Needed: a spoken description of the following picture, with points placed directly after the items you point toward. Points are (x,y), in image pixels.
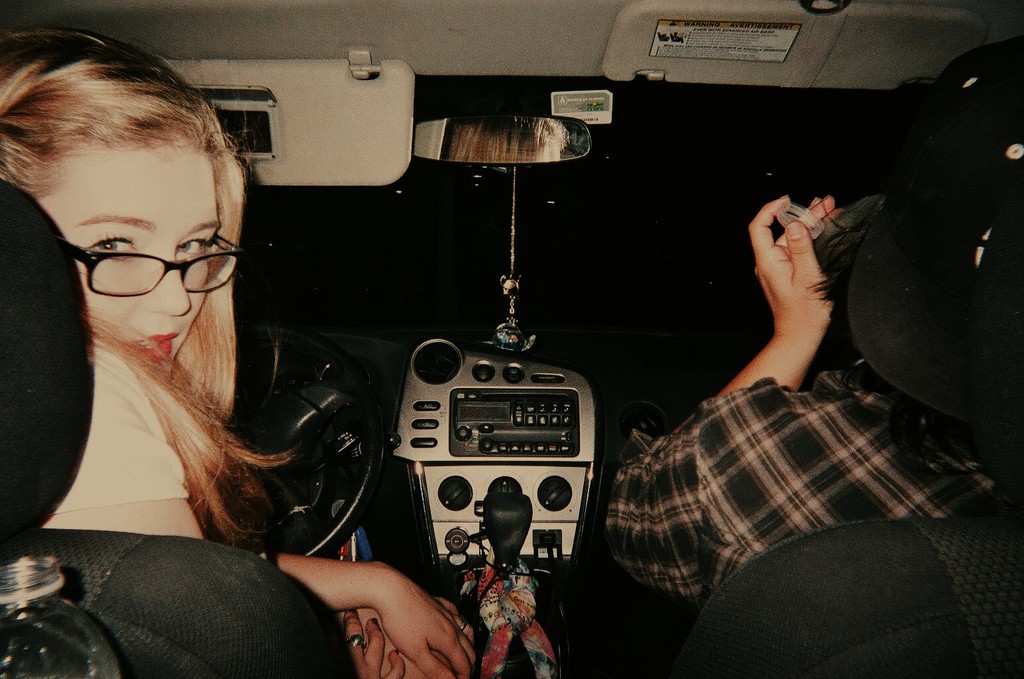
In this picture we can see inside of the vehicle (379,518), in which we can see a woman (469,633) sitting in a seat (213,615) and also we can see a person (835,280) holding some thing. In a vehicle (758,319) we can see sound system (471,430), mirrors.
